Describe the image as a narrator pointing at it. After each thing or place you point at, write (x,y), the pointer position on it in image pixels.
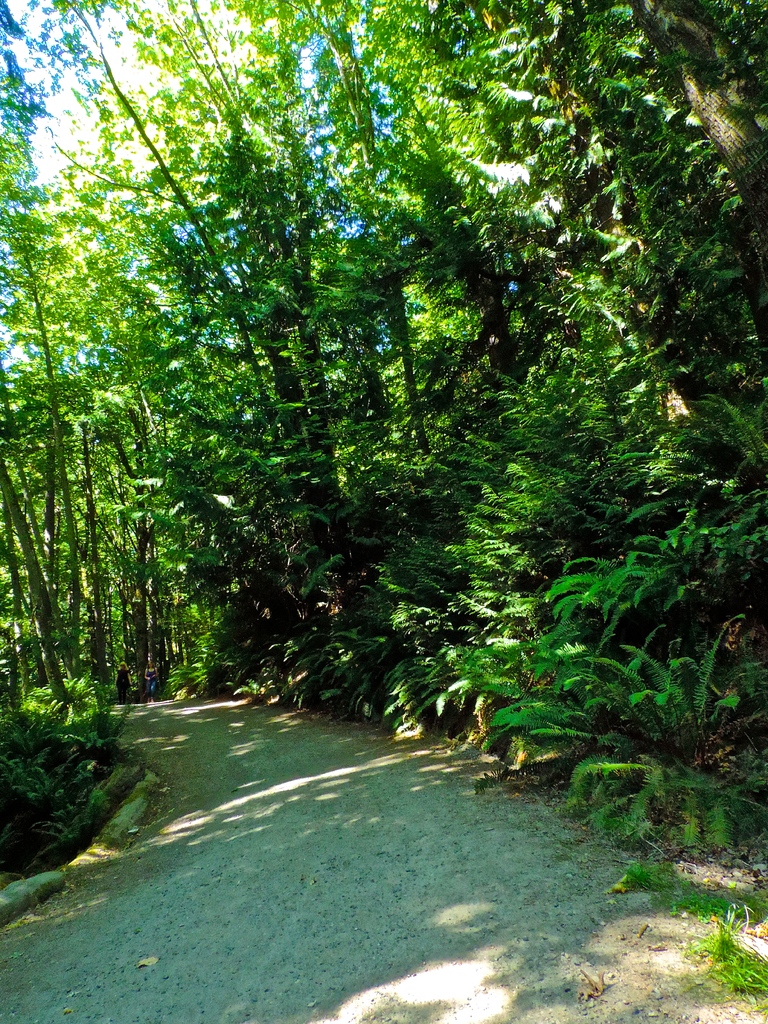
In the picture we can see a pathway (244,886) and besides, we can see plants (106,737) and trees (113,426) and far away on the path (12,955) we can see two people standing on the path (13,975).
